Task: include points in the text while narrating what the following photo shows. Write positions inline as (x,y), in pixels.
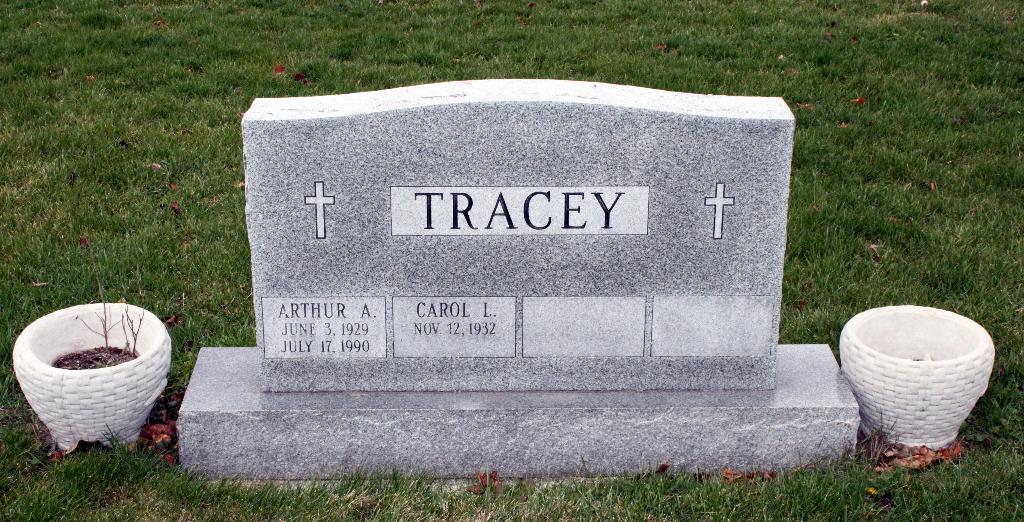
In this picture we can see a grave (767,258) on the grass (844,218), beside to the grave (394,156) we can find couple of flower pots (66,335).
